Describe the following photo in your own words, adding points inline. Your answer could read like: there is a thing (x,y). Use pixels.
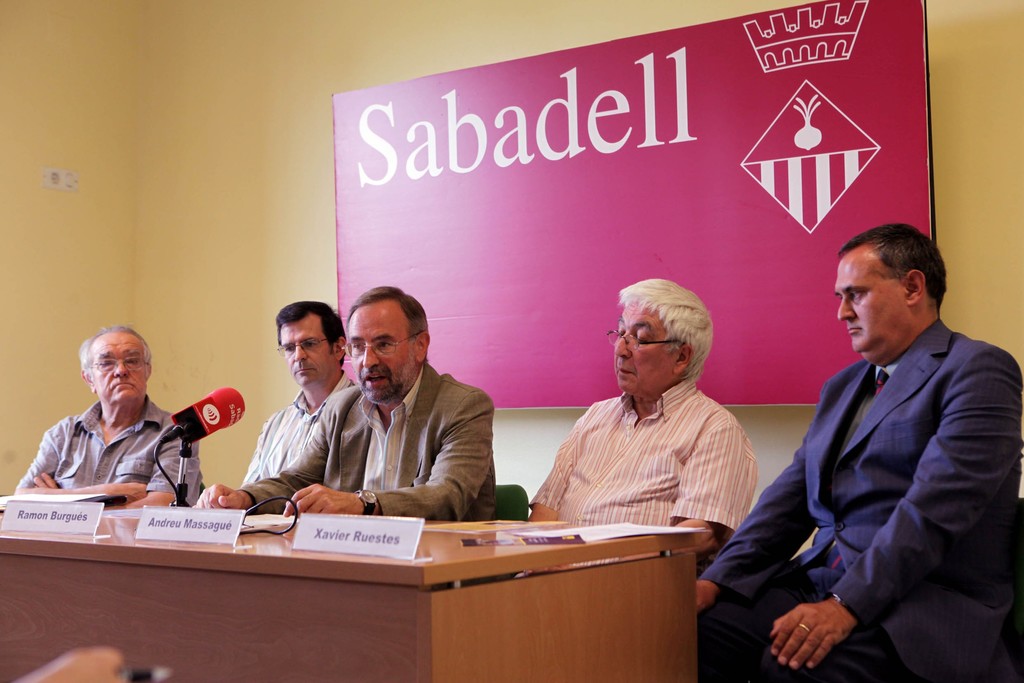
There are people (308,441) sitting and we can see name boards (50,507), microphone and papers (56,494) on the table (82,584). Background (599,163) we can see board (626,194) on a wall (179,259).
